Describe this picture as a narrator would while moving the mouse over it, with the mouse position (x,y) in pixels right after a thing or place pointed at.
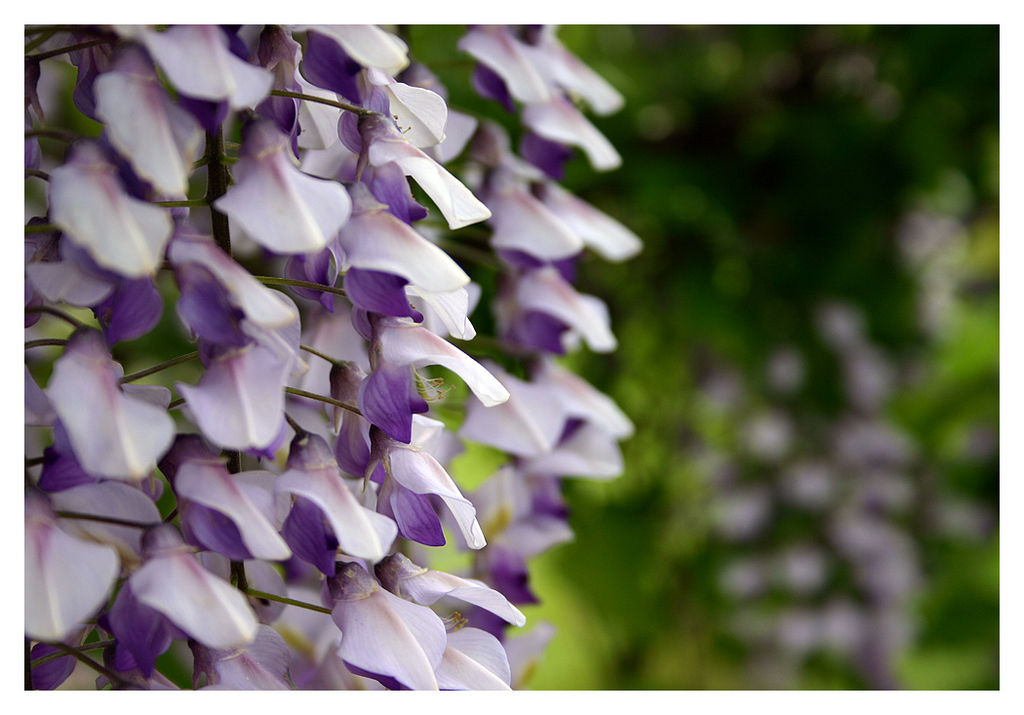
In this image there are flowers (247,450).
